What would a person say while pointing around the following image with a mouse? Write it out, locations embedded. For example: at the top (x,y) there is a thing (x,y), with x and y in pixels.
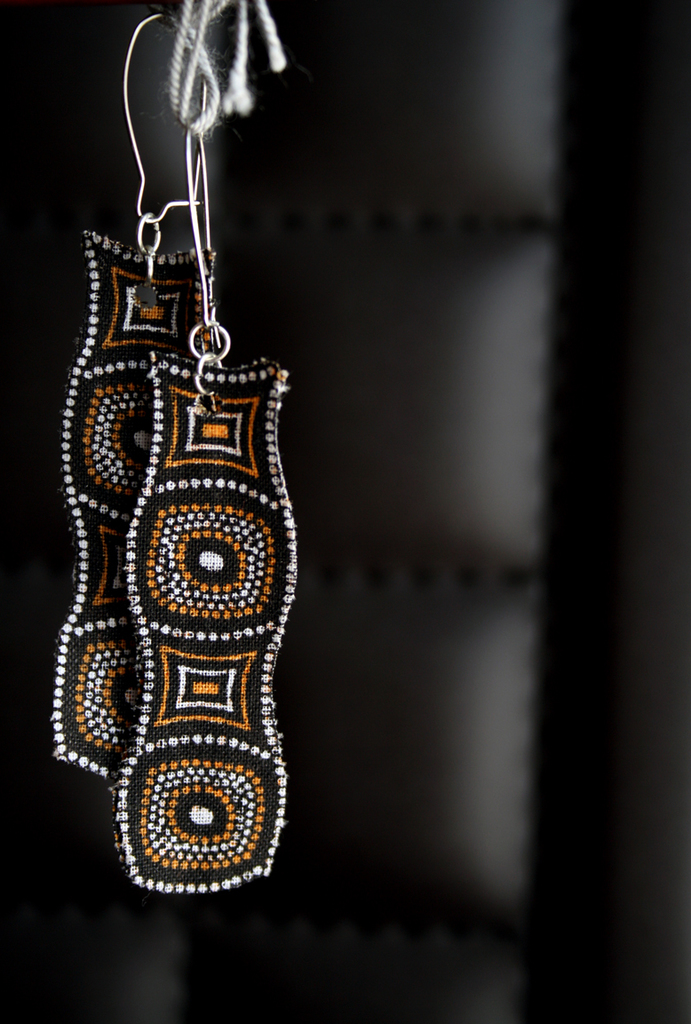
In this picture I can see a pair of earrings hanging to a thread (239,56), and there is dark background (520,190).
